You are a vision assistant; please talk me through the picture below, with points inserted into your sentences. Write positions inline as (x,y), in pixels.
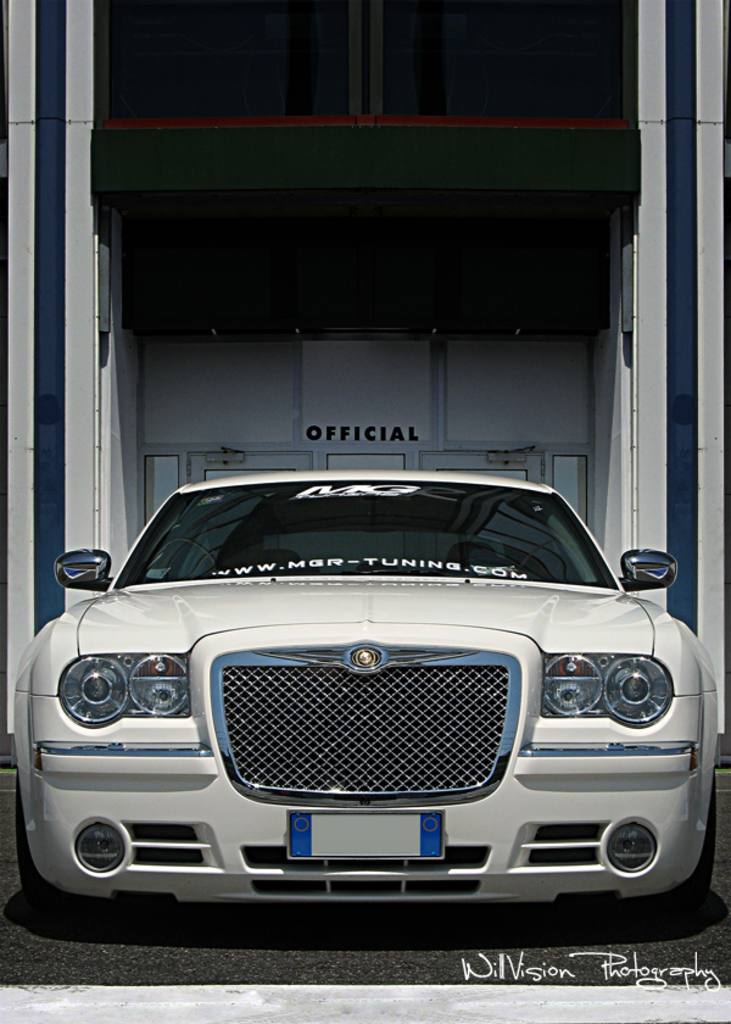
This is a picture consist of a white color car (312,583) and there is a wall (273,343) on the backside of the car (468,891).
